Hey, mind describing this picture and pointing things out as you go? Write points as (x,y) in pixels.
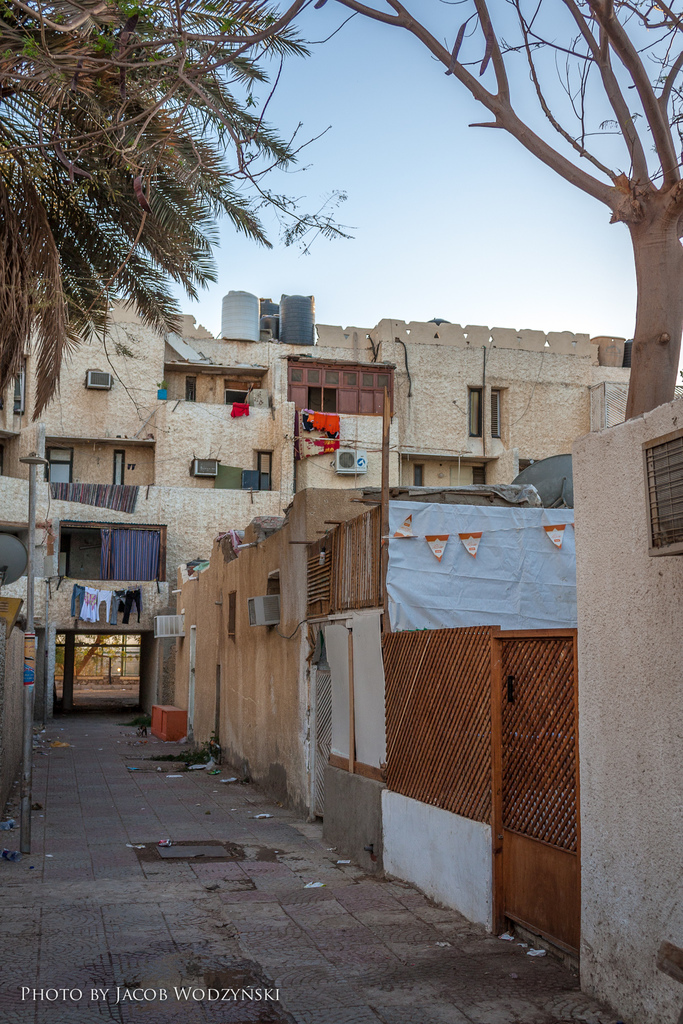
There is a building (183,451) and it looks like a residential building (94,505) and in front of that there are some other houses (297,591) on the right side (647,639), there are some clothes (105,503) dried on the balcony (214,407). There are three water tanks (288,313) on the top of the building (172,367), in the background (473,203) there is a sky (519,250).
